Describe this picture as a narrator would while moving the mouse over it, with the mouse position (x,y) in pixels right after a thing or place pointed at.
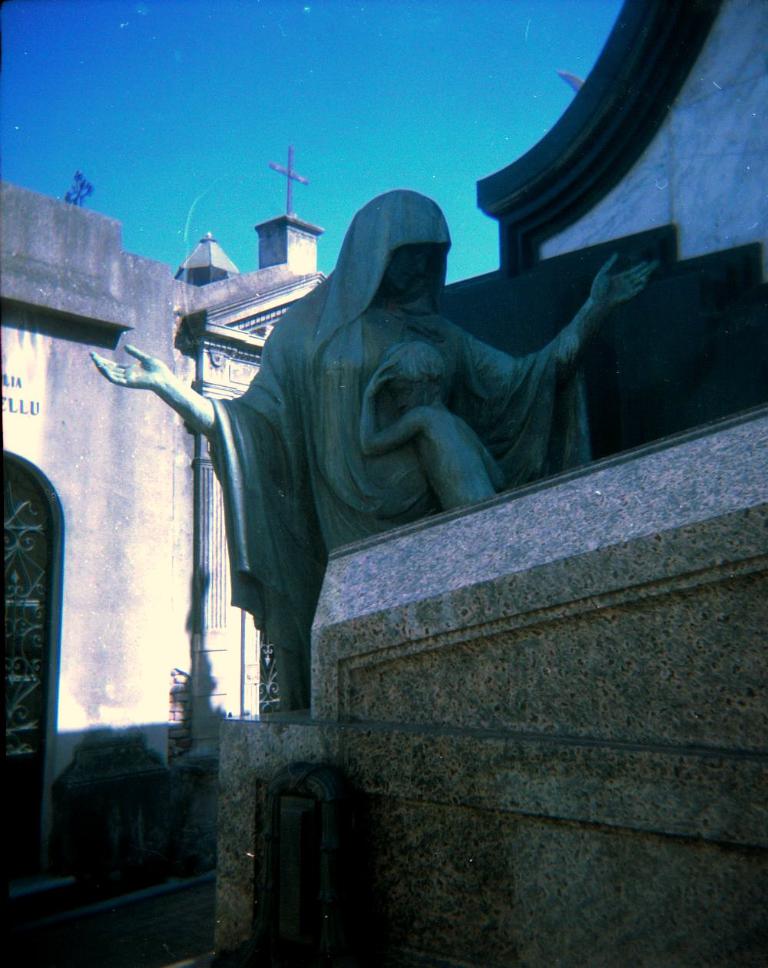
In this image I can observe a statue (409,416). On the left side (89,554) there is a wall (138,629). On the top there is a cross symbol (292,190). In the background (320,187) I can observe sky (312,187).
